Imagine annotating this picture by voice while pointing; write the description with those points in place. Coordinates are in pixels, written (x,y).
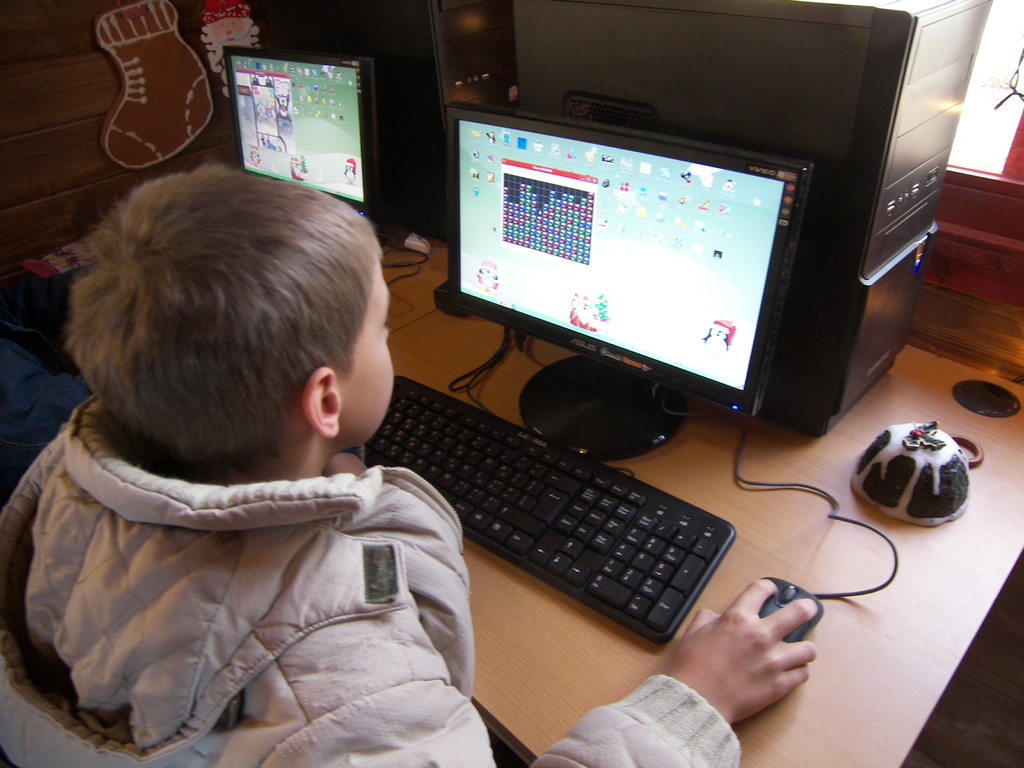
Here a person (340,440) is playing game in the computer (515,251) which is on the table (892,560).
